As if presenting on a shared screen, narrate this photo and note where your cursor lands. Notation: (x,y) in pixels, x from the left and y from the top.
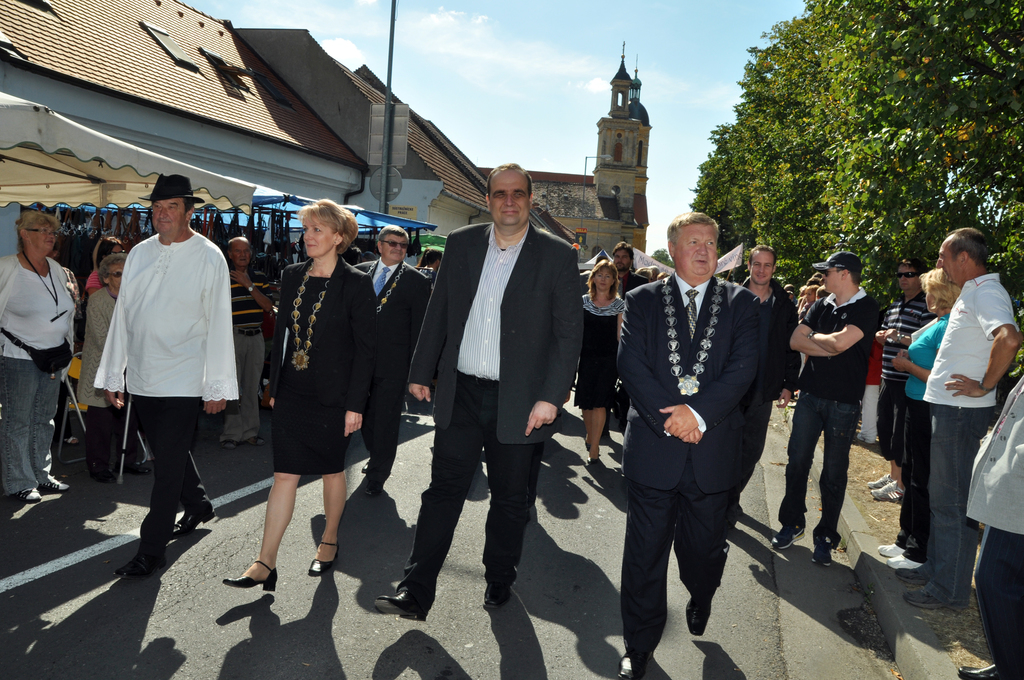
In this picture we can see group of people (504,239), few are walking and few are standing, beside to them we can find few buildings (483,196), trees (708,183), tents (386,226) and a pole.
